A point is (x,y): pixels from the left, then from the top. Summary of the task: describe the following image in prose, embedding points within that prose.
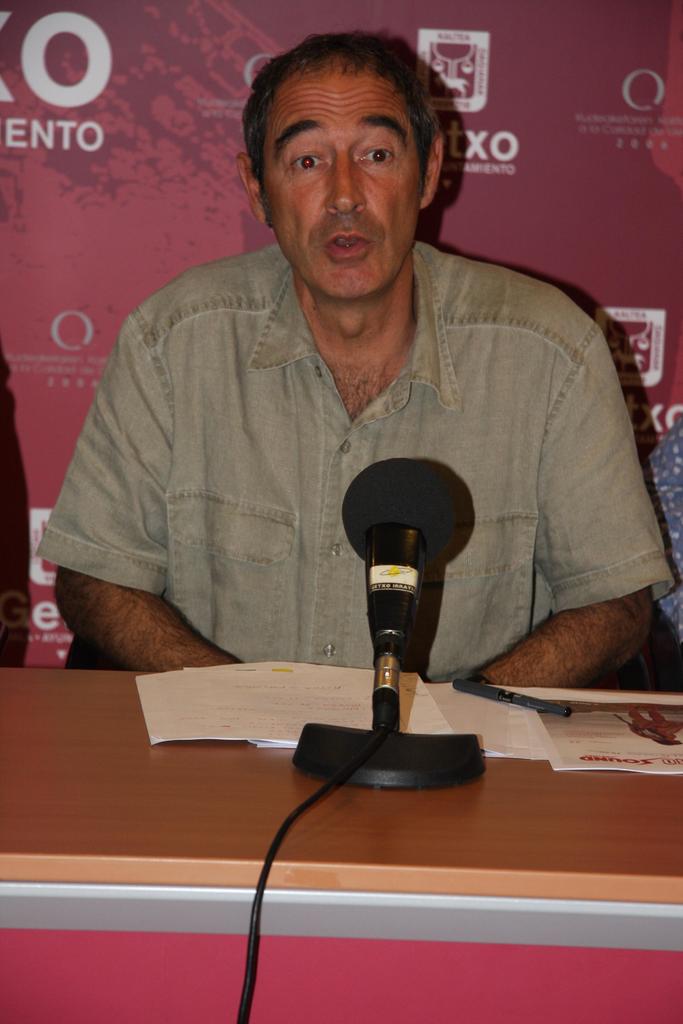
We can see the person (301,237) is sitting in a chair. There is a table (319,680). There is a mic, paper (319,690) and wire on a table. His talking we can see his mouth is open.
